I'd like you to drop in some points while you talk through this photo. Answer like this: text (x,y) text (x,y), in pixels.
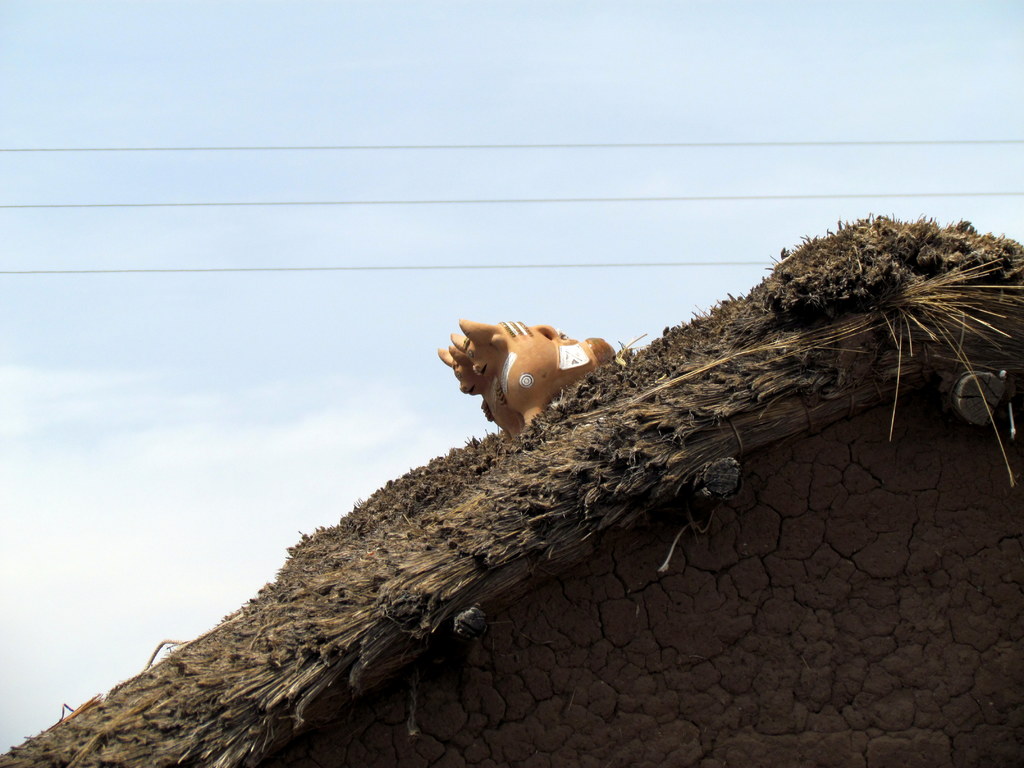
In this image there is a hut (645,546) and we can see a toy (513,370) on the roof (566,418). In the background (514,263) there are wires (670,145) and sky (592,95).
